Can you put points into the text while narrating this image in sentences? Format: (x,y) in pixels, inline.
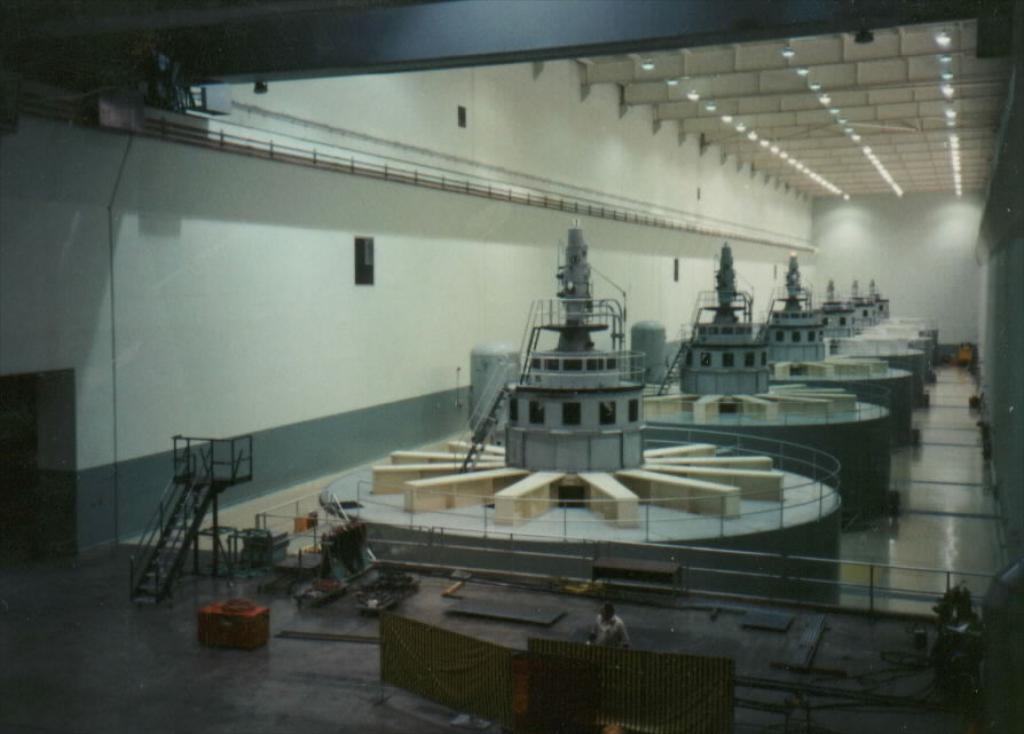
In this picture we can see some turbine machines (664,443) in the big hall (712,271). On the top (819,118) we can see the roof (829,131) and some spotlights (870,154). In the front (659,683) bottom side we can see the black grill (626,685) and iron steps (217,504).
